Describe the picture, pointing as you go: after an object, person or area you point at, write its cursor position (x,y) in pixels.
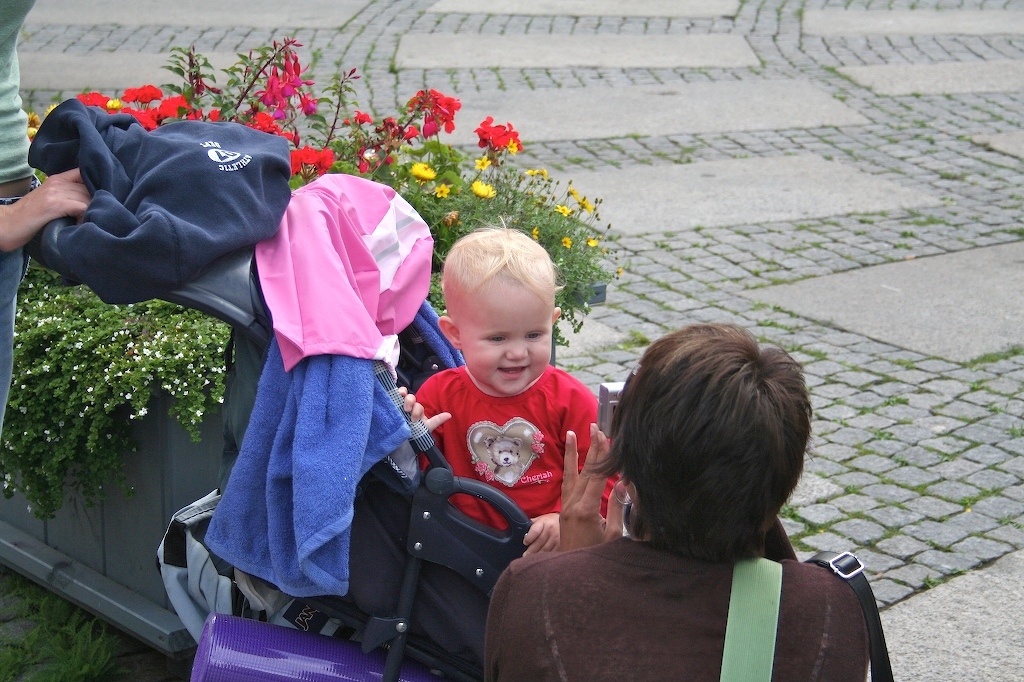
On the bottom (646,541) there is a woman (716,671) who is holding a camera (605,422) and taking picture of a boy (529,345) who is wearing t-shirt (550,465). He is sitting on the trolley (429,568). On the left (9,66) there is another woman (9,102) who is holding this trolley (236,312). Beside her we can see flowers (489,121) and plants (181,106) on the pot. On the right (818,350) we can see the floor (813,41).
